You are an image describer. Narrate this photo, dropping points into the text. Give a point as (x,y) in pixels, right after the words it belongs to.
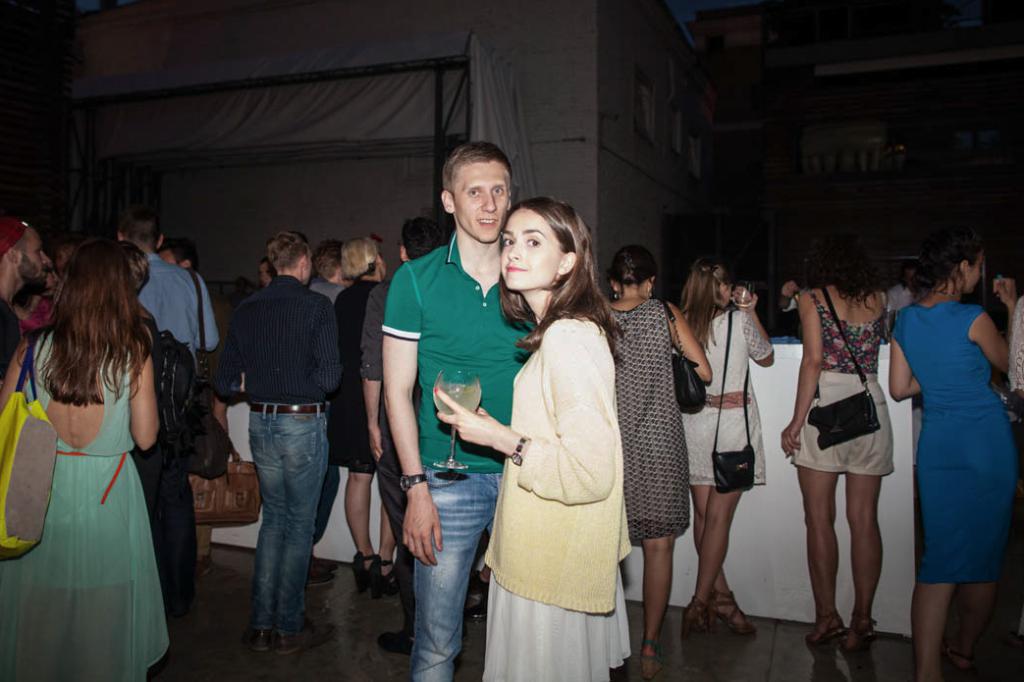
In this picture I can see two persons (475,326) standing and smiling, a person (478,418) holding a glass (453,373), and in the background (960,488) there are group of people (59,248) standing and some other items (295,120).
